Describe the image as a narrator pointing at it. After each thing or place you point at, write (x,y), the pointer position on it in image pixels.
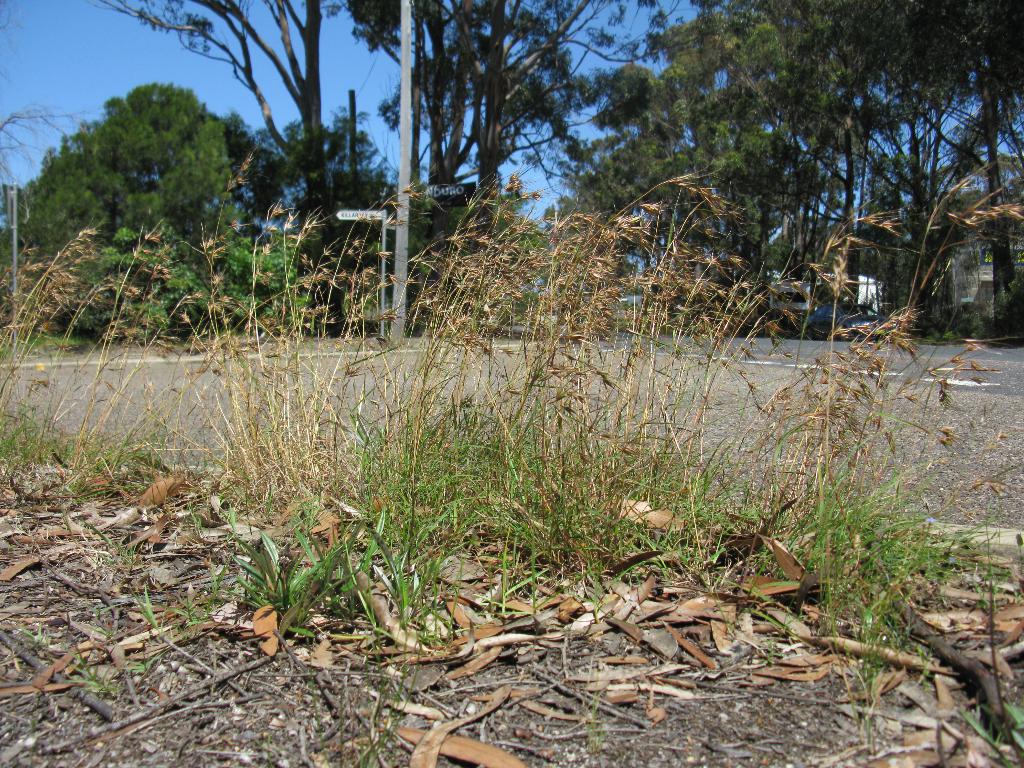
In this picture we can see plants (619,457), leaves (424,597) and road (634,431). In the background of the image (435,185) we can see boards (438,198) attached to the poles (405,237), trees (228,252) and sky (585,124).
